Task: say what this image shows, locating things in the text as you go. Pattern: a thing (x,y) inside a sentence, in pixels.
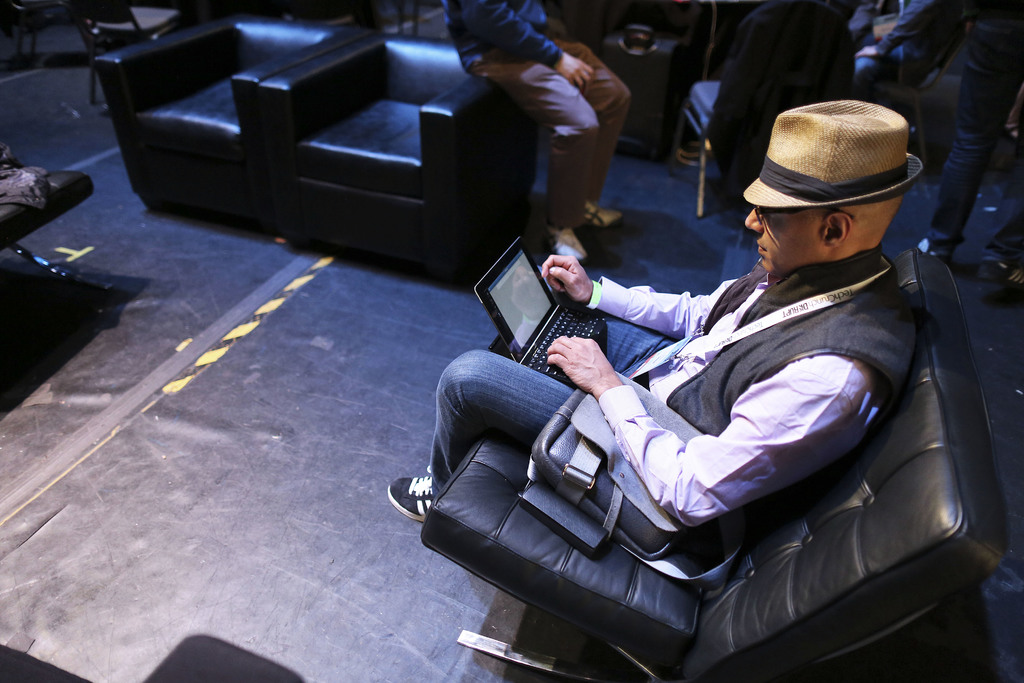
here we see a man (452,378) seated on a sofa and he wore cap (754,191) on his head (811,235) and sunglasses (763,213) on his face (800,242).
